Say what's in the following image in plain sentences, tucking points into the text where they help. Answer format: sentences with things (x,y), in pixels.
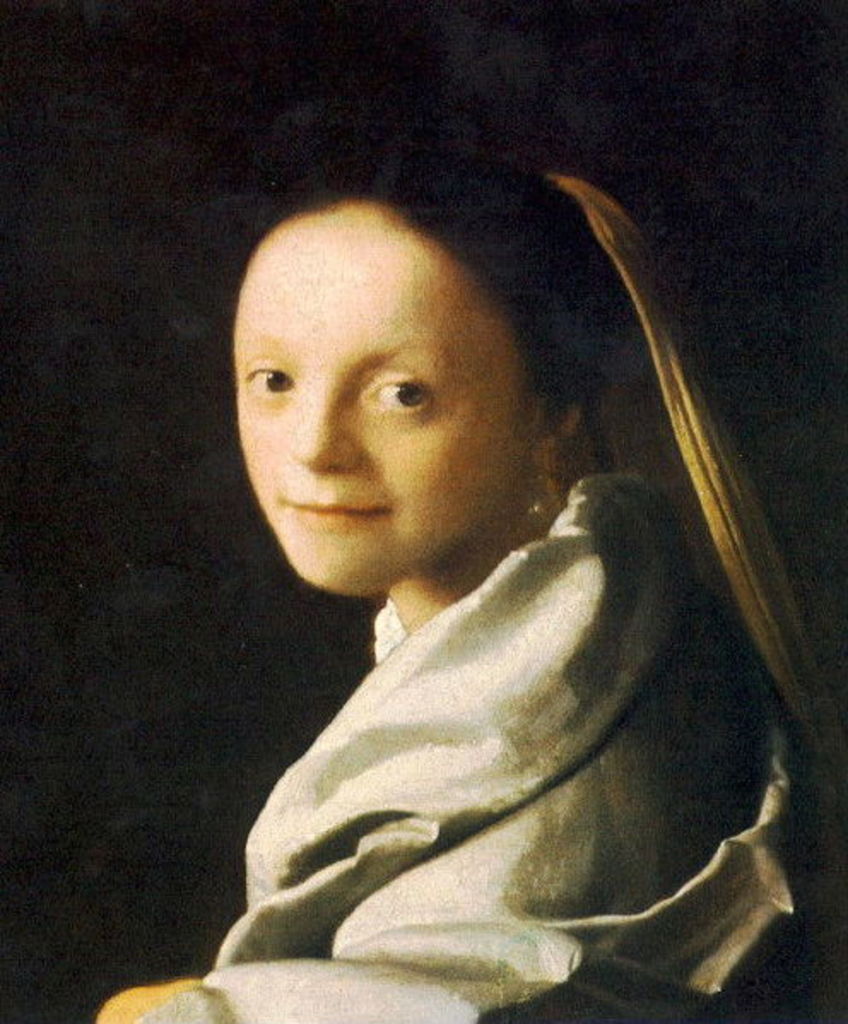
In this picture I can see the painting (445,287). In the center (500,437) I can see the painting (484,464) of a woman (484,648) who is wearing white dress (477,624). In the back (84,653) I can see the darkness (71,666).
